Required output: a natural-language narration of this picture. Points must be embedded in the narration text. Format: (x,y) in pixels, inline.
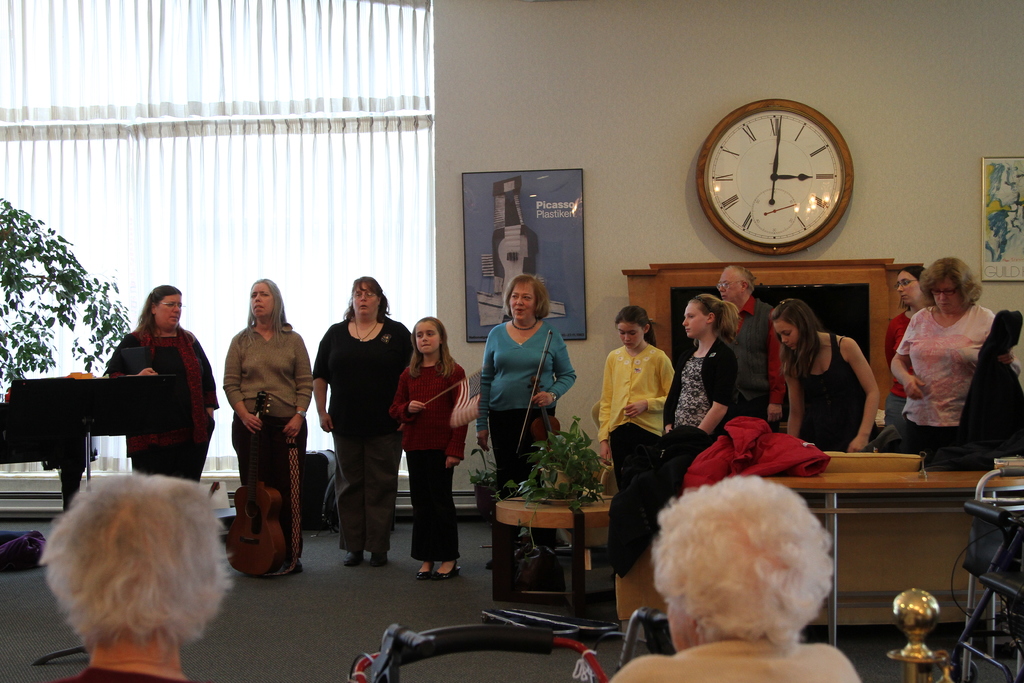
In this image there are a few people (743,414) standing, behind them there is a curtain (279,269) on the window (223,179), beside the curtain (428,256) there is a photo frame (466,229), wall clock (714,212) on the wall (682,128), in front of them there is a table (777,484) and chair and there are a few plants (537,458), in front of the image there are two older women (216,557).
